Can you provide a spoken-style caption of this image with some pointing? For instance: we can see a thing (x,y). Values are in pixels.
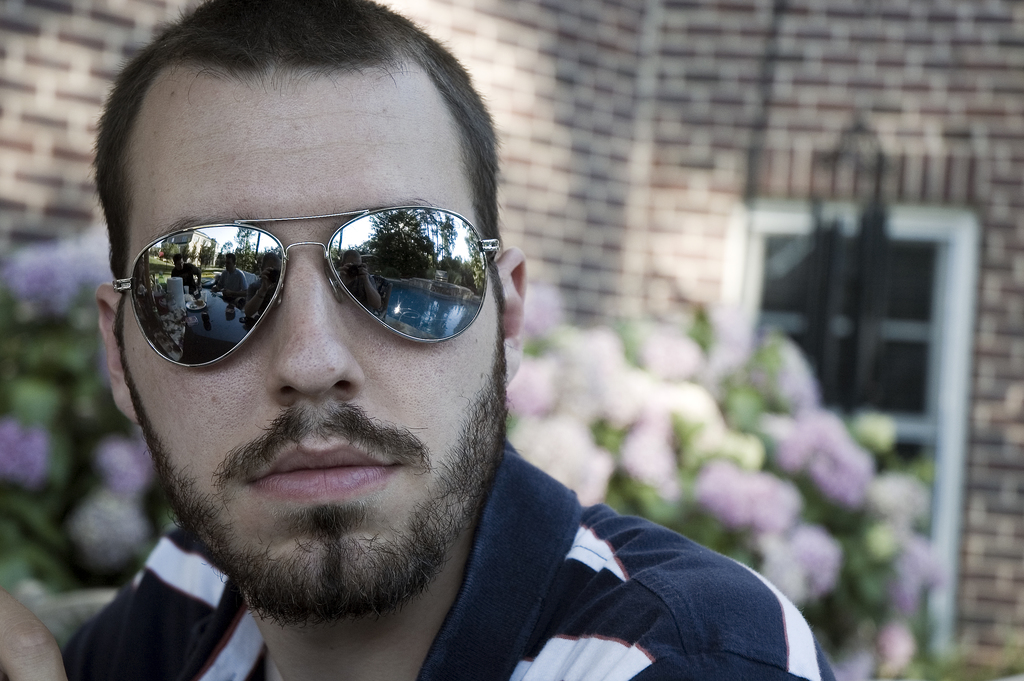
In this picture we can see a person (394,594), he is wearing a goggles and in the background (897,581) we can see a wall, plants (885,571) with flowers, doors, here we can see people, trees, sky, water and some objects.
